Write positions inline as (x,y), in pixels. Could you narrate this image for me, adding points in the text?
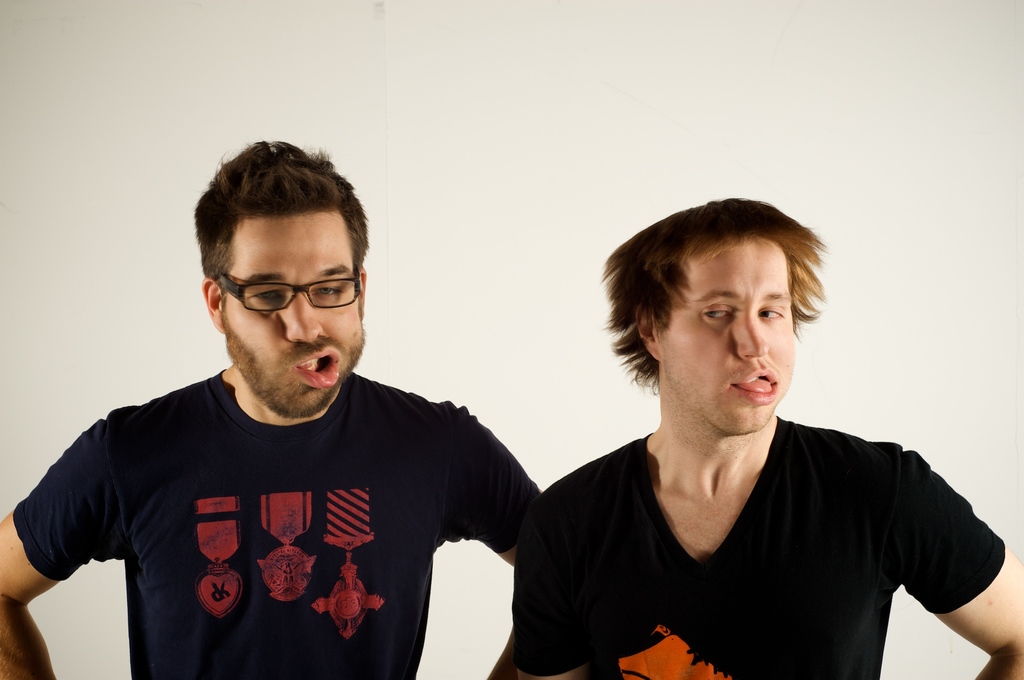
Here in this picture we can see two men (236,425) present over a place and both of them are making weird facial expressions (313,321) and the man (385,413) on the left side (312,353) is wearing spectacles (326,298).
